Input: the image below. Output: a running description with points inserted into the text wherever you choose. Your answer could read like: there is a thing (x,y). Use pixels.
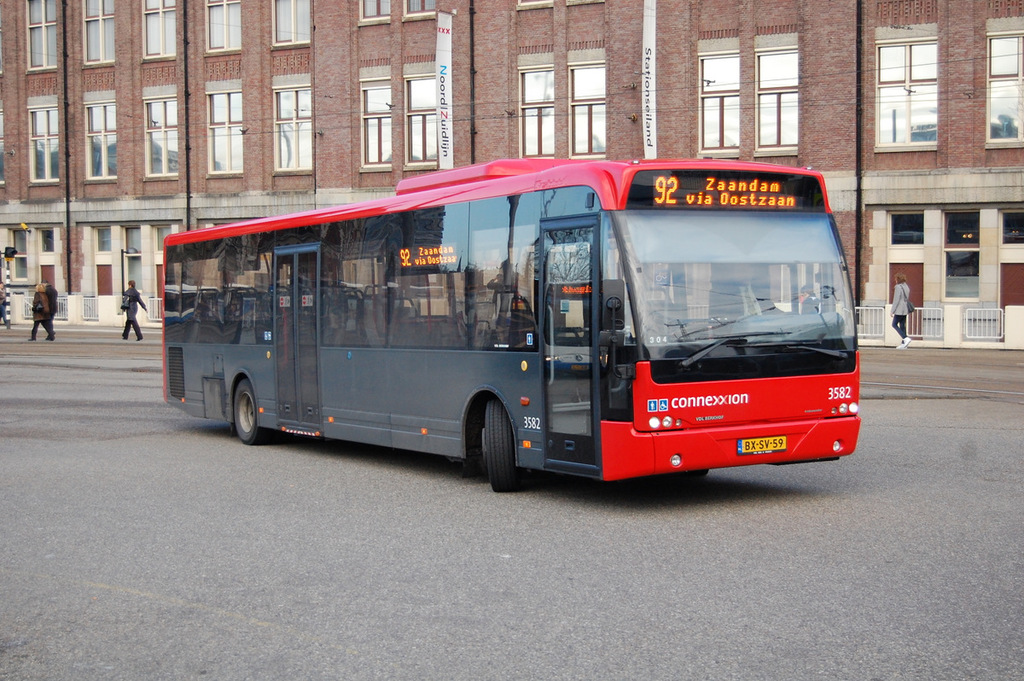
In the picture we can see a road surface (309,642) on it, we can see a bus (303,429) with glass windows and windshield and behind the bus (243,429) we can see some people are walking and beside the bus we can see buildings (909,15) with windows (907,52) and glasses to it.
